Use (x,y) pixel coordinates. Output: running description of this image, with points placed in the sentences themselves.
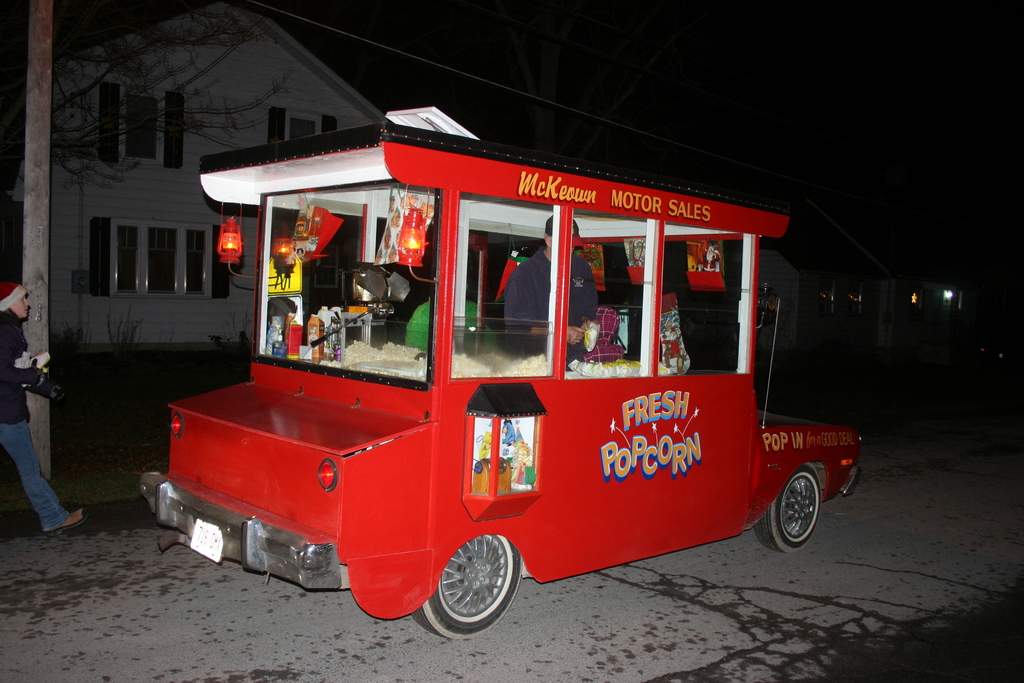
In this picture we can see a person (514,324) with vehicle (471,562) moving on the road (557,593), side we can see house (179,129), trees (81,123) and person (9,383) is walking beside the road (571,596).
